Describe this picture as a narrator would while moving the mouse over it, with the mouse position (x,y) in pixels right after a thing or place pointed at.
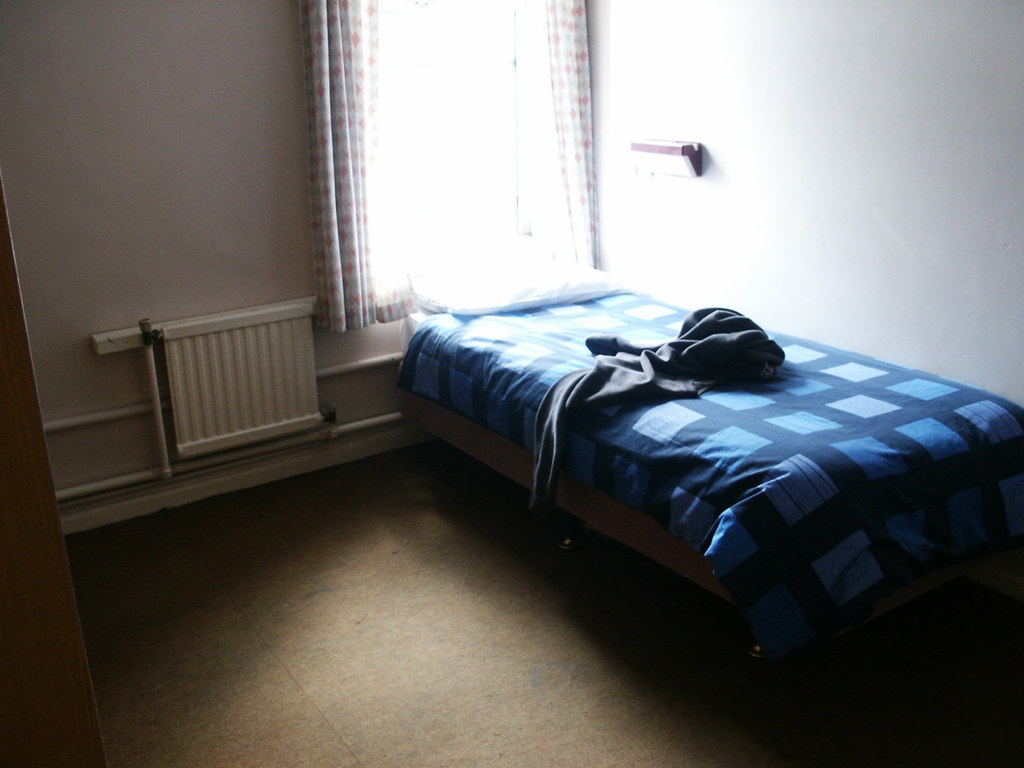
In this image we see a cloth (715,382) and a pillow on a bed (815,438). We can also see a wooden pole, a window (479,236) with a curtain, a rack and a radiator (237,443) on a wall (815,229).
